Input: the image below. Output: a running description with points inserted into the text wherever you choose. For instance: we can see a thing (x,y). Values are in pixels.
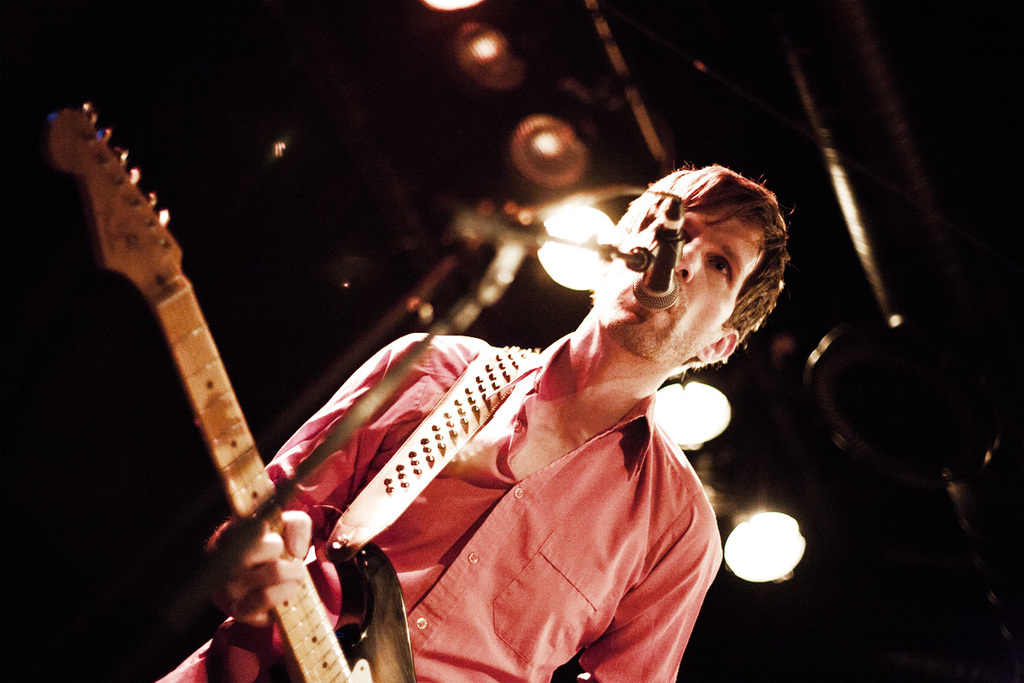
In this picture there is a boy (472,533) who is holding the guitar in front of the mic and there are spotlights (556,246) in the above area of the image.
